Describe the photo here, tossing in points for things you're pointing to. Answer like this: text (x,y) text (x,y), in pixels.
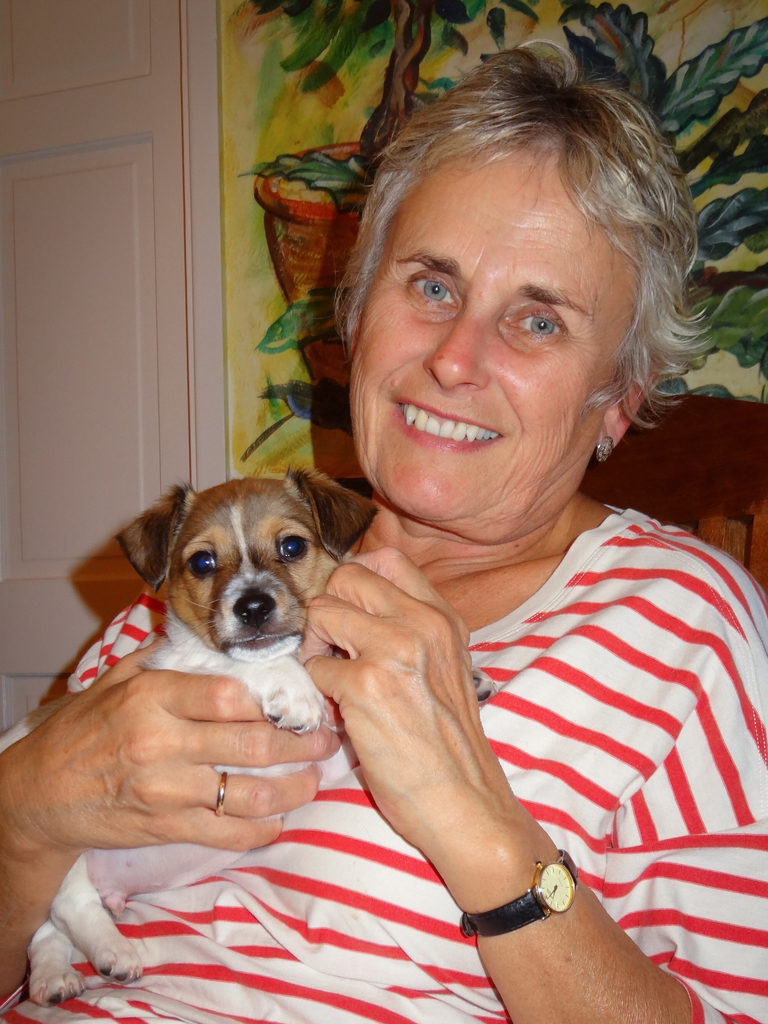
In this picture there is a woman (408,770) who is holding a dog (265,621) and smiling. At background (317,143), there is painting (304,97).
